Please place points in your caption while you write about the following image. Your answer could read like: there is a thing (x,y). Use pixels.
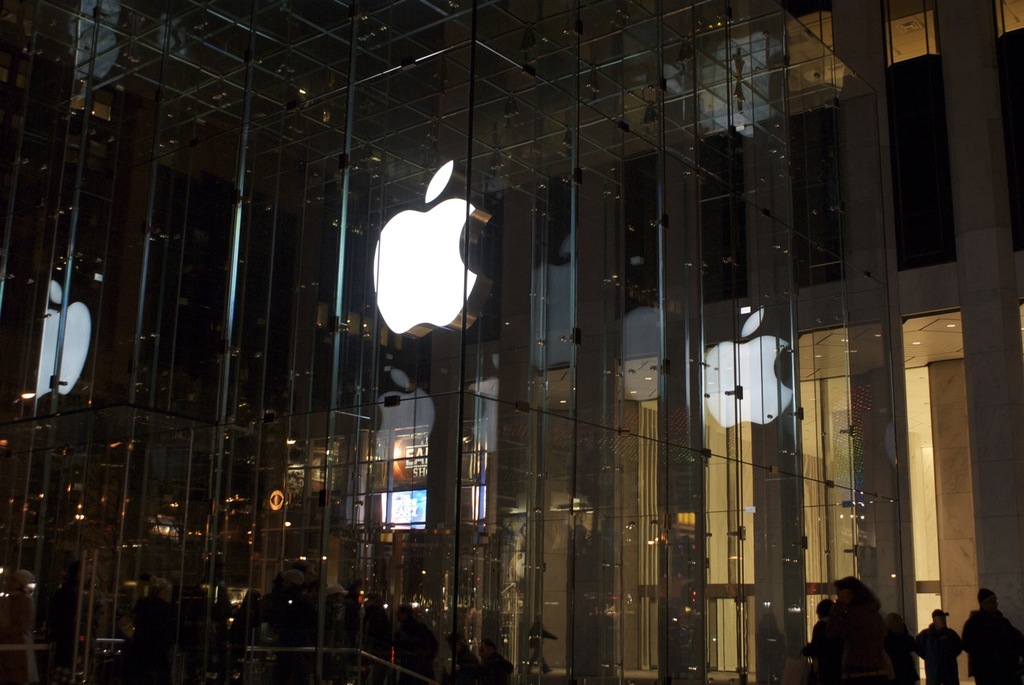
In this image there is a building (480,466) having glass wall (480,466). There is a logo (391,249) on the glass wall (603,339). Few persons (381,646) are behind the glass wall (458,640). Right bottom there are few persons (942,630) standing before the building (912,608).
